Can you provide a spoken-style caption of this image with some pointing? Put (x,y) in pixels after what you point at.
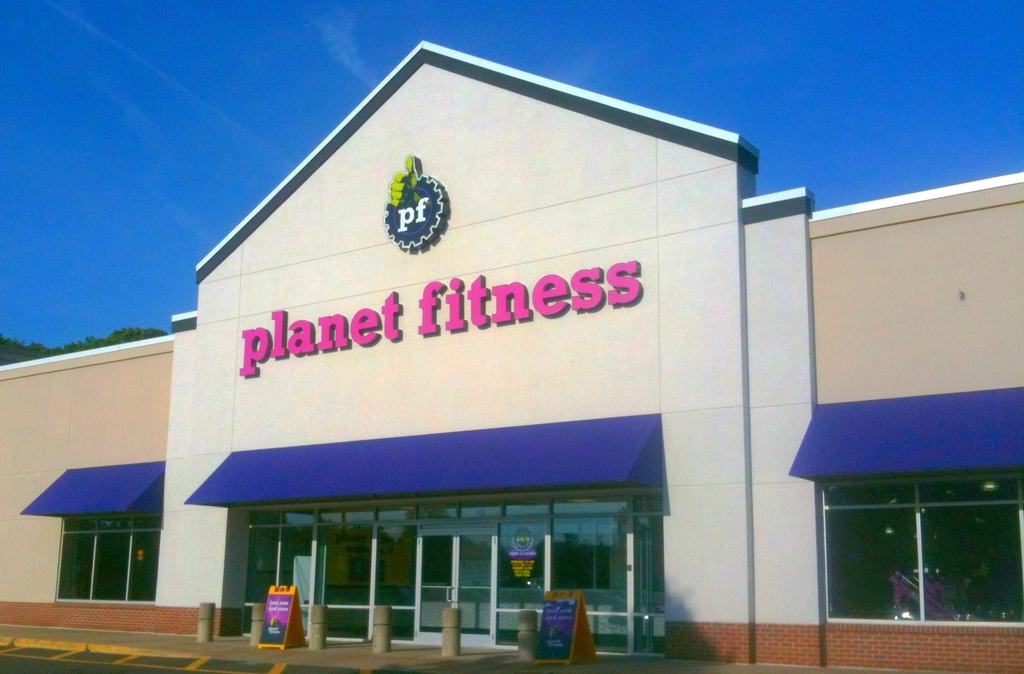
In this picture we can see a building (95,596) with windows (898,529), sun shades (433,489), banners (288,641), road (164,667), trees (133,332) and in the background (149,247) we can see the sky (694,104).
